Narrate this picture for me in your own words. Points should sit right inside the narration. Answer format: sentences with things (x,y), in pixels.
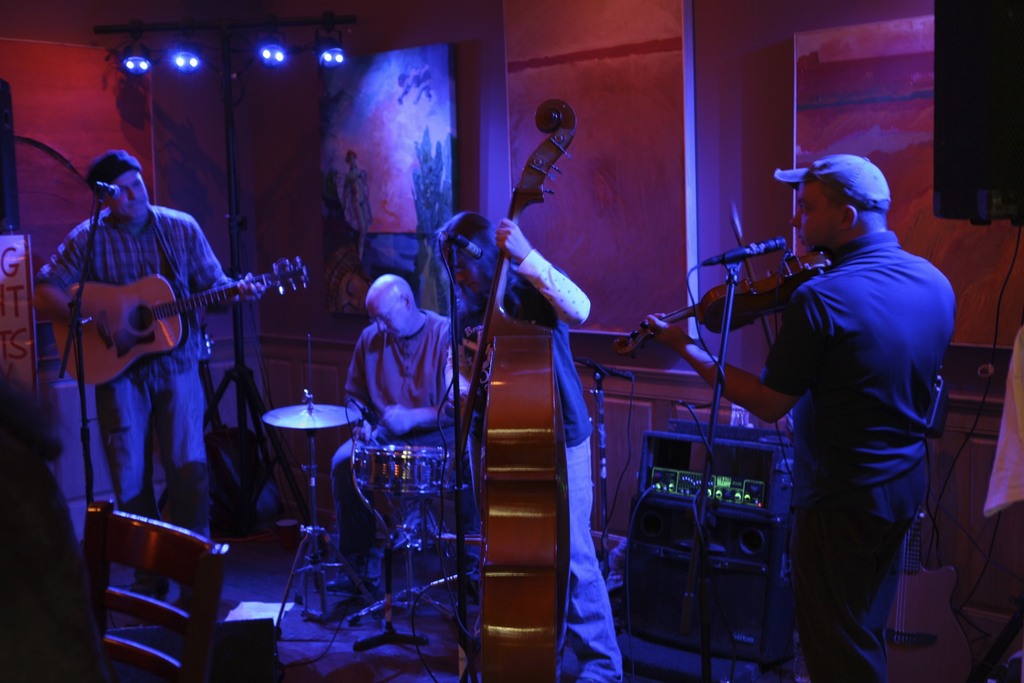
On the right (811,350) a person (793,320) is holding violin (785,301) and playing, wearing a cap (851,168). In the center (542,312) a person (553,342) is holding very big violin (496,403) and playing. On the left (134,245) a person (134,245) is holding guitar (154,334) and playing. In the back (393,371) a person (396,369) is sitting and playing drums (383,464). There is chair (212,577). In the back (167,168) it is a red wall (306,67) and there are lights (138,62). Also there are mic stands (730,317).
